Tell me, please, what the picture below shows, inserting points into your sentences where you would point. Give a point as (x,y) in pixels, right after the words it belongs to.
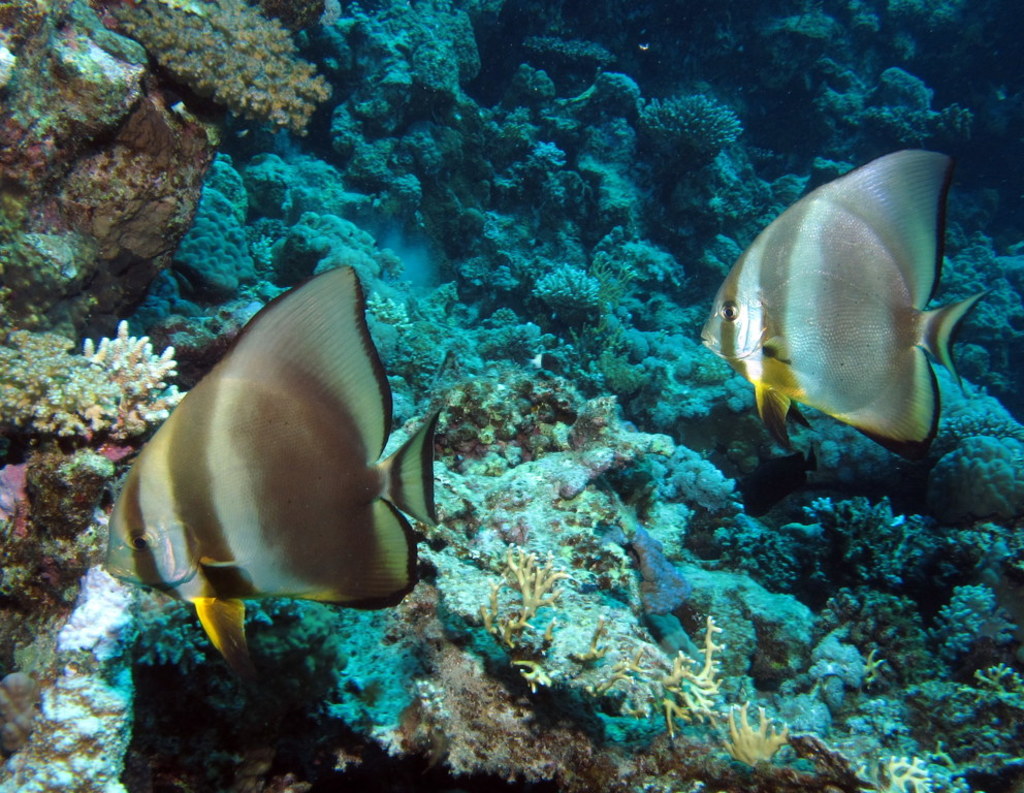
In this picture we can see fishes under the water (797,135) and corals (849,98).
